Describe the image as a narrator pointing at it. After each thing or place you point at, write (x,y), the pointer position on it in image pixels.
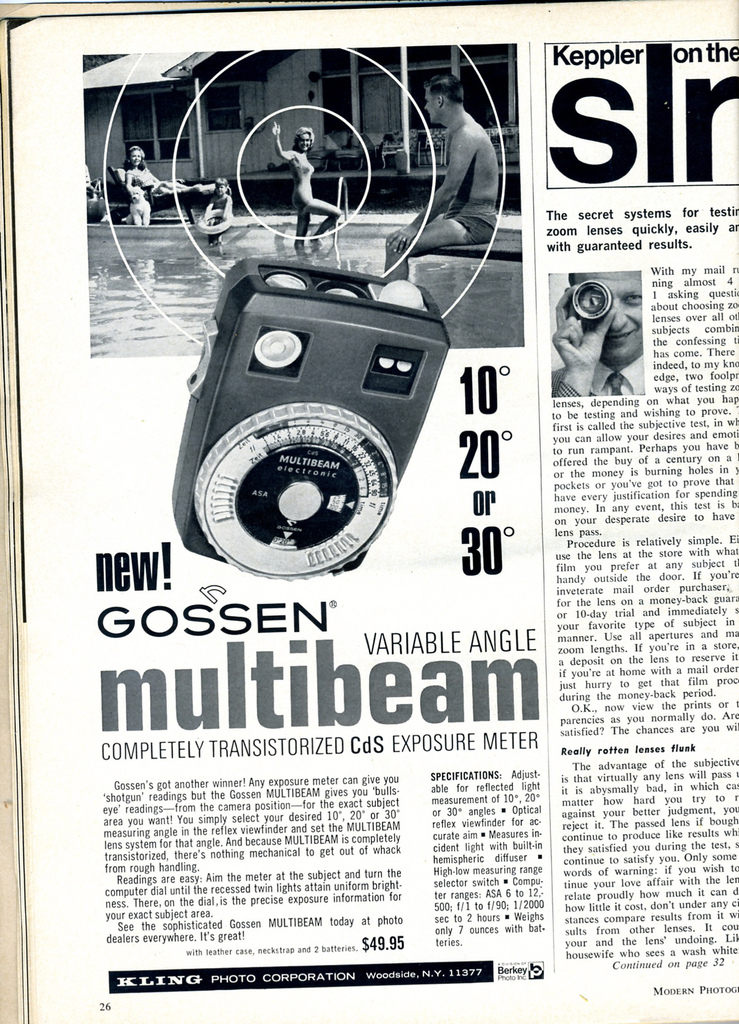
In the foreground of this poster, there is a newspaper page (260,846) where we can see text (565,591), images (444,299) and an image (320,431) of a meter device (233,446).
